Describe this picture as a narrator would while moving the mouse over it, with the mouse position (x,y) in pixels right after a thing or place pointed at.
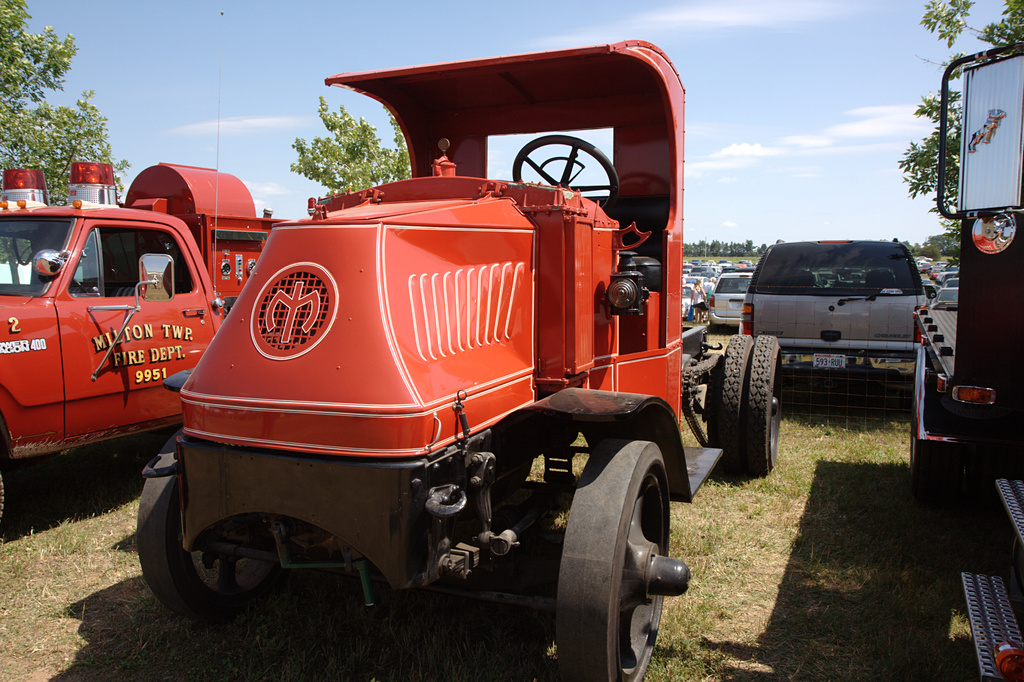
In the image there are different types of vehicles (623,300) parked on the land (26,571) that is covered with grass (885,438) and around the vehicles (589,115) there are trees (19,114).
